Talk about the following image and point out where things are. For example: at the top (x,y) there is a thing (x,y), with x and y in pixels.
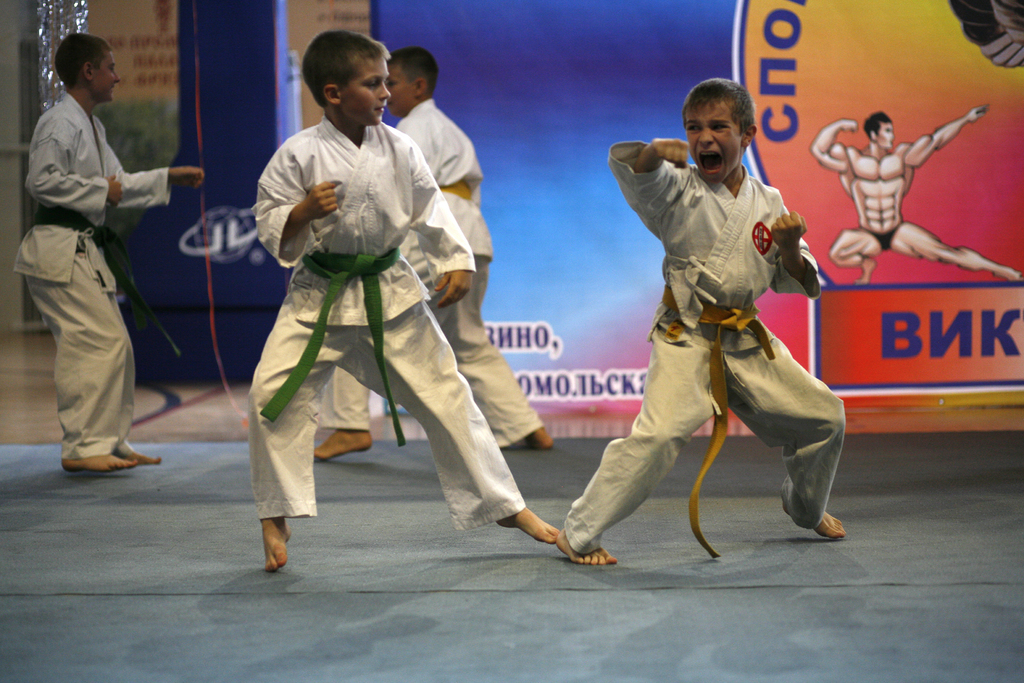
In this image we can see four children (369,232) are practicing karate. Background banner (513,44) is there.
